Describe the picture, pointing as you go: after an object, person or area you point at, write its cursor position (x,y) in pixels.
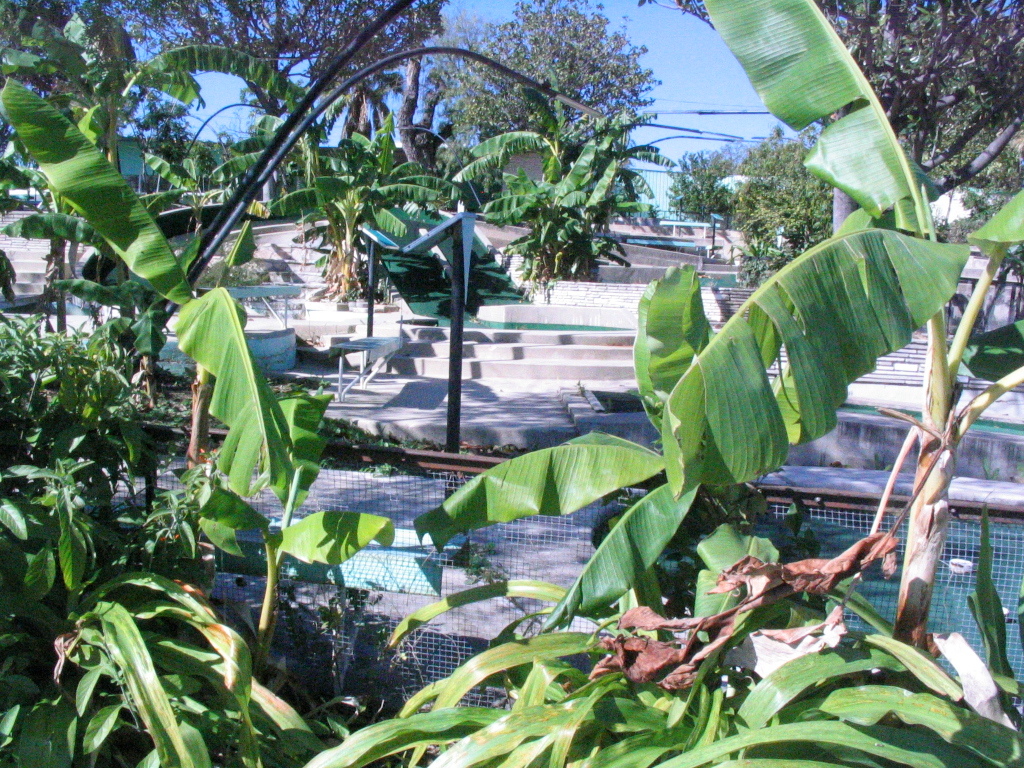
In the image I can see a place (254,496) where we have some trees (540,187), plants (438,185), poles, fencing (341,567) and some other things (446,272) around.
